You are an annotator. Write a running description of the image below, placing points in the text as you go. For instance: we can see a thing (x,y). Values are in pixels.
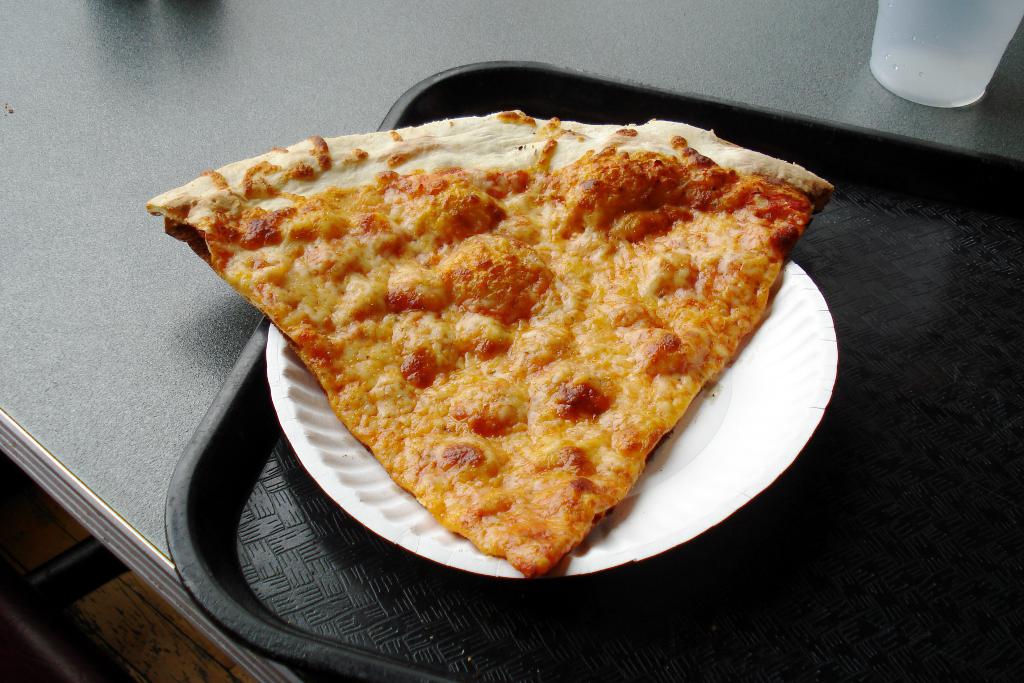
In this image there is a table (94,412). There is a plate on the table (463,37). There is a food item (566,425) on the plate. There is a glass (895,40).
